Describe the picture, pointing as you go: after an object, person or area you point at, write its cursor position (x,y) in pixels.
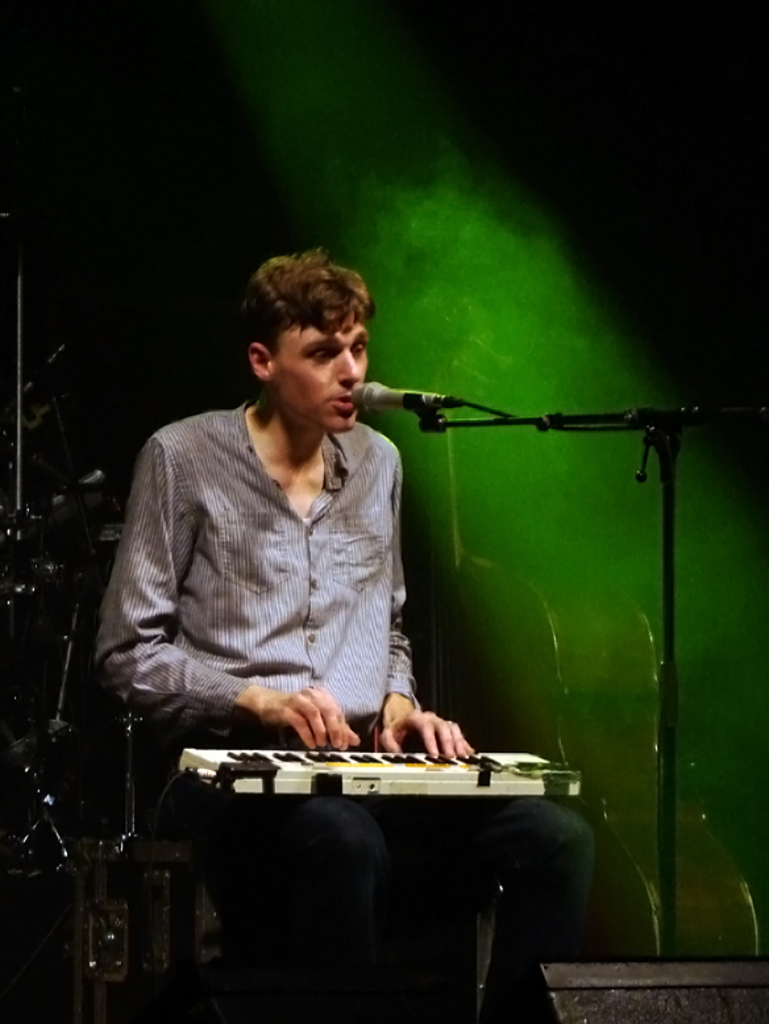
In the image we can see a man (151,579) is sitting on a chair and playing piano (300,782) with his hands (338,744) at the mic (391,399) and the mic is on a stand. In the background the image is dark but there are musical instruments (77,714) on the left side (35,694) and we can see the green light ray (407,310).
